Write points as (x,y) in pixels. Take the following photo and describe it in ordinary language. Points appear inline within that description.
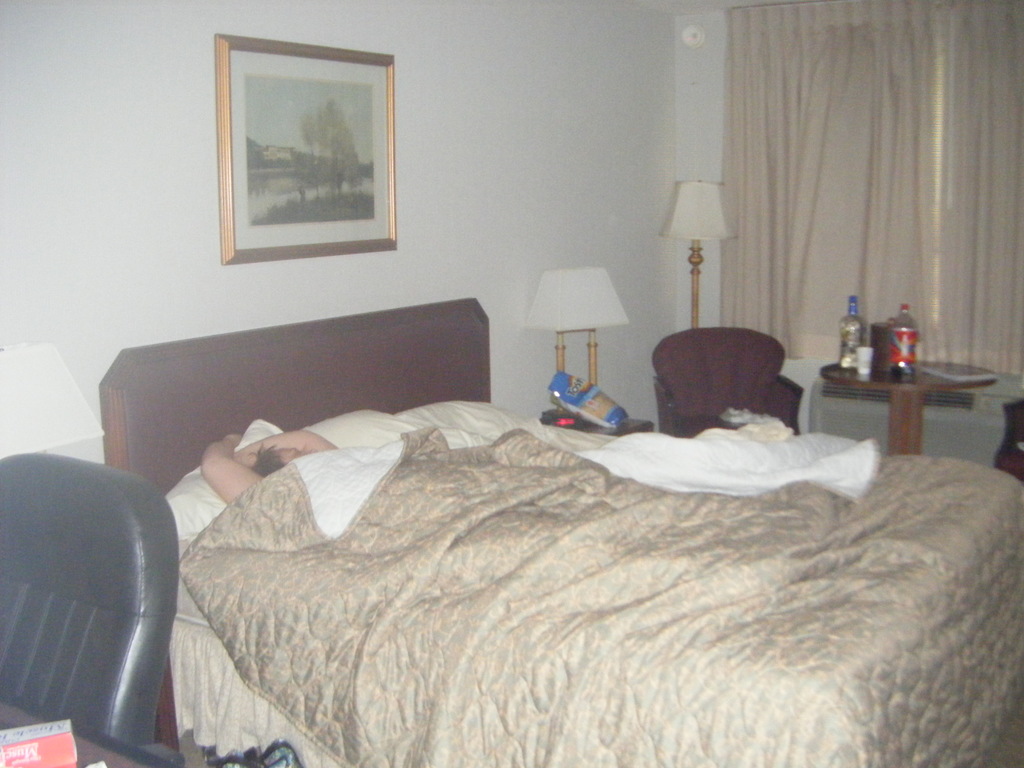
In this picture we can see wall (131,97) with frame (392,197) here is the bed (699,437) and on bed (508,499) person (281,470) is sleeping with bed sheet (399,526) on him and aside to this bed (199,516) we have chair (144,503) and on other side we have lamp (599,311), table (948,362) and on table (844,372) we can see bottles (904,348), bucket (875,333), glass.
